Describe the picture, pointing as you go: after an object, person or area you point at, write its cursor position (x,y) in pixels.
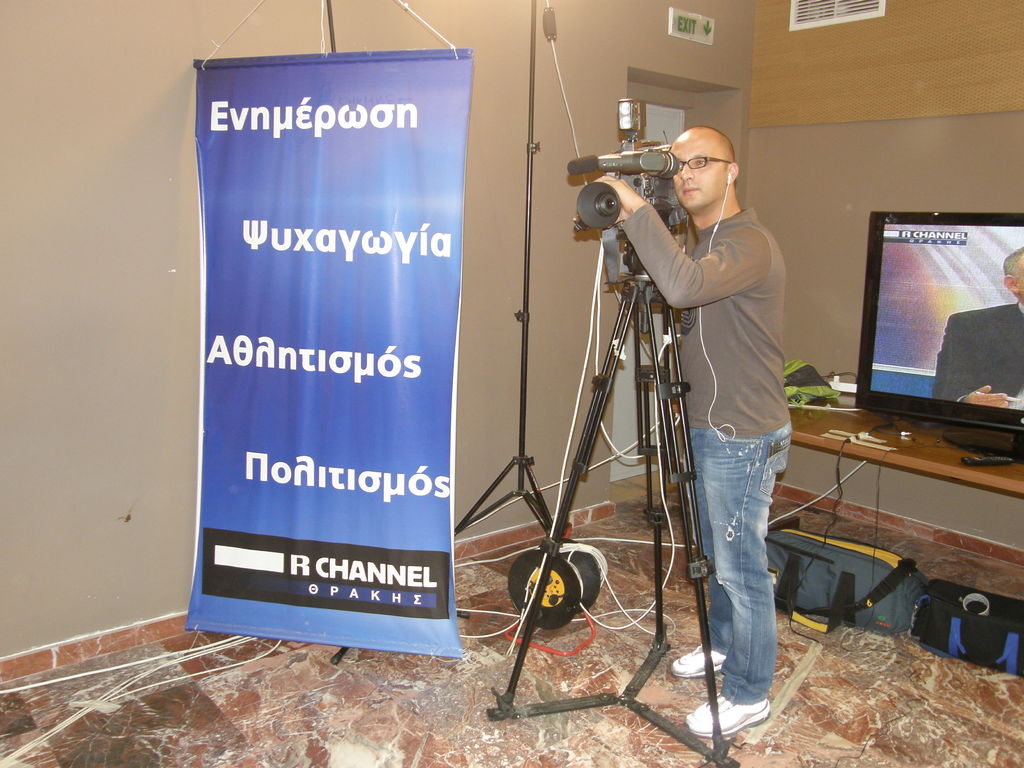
In this picture we can see a man (712,207) wearing spectacles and holding a camera (641,164). We can see a camera (623,144) is fixed on a stand (620,347). On the left side of the picture (221,153) we can see a banner (231,178). We can see a sign board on the wall (496,264). We can see bags (977,617), wires (502,630) and an object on the floor (502,566). In the background (946,327) we can see a television (945,416), remote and objects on the platform (936,453).
